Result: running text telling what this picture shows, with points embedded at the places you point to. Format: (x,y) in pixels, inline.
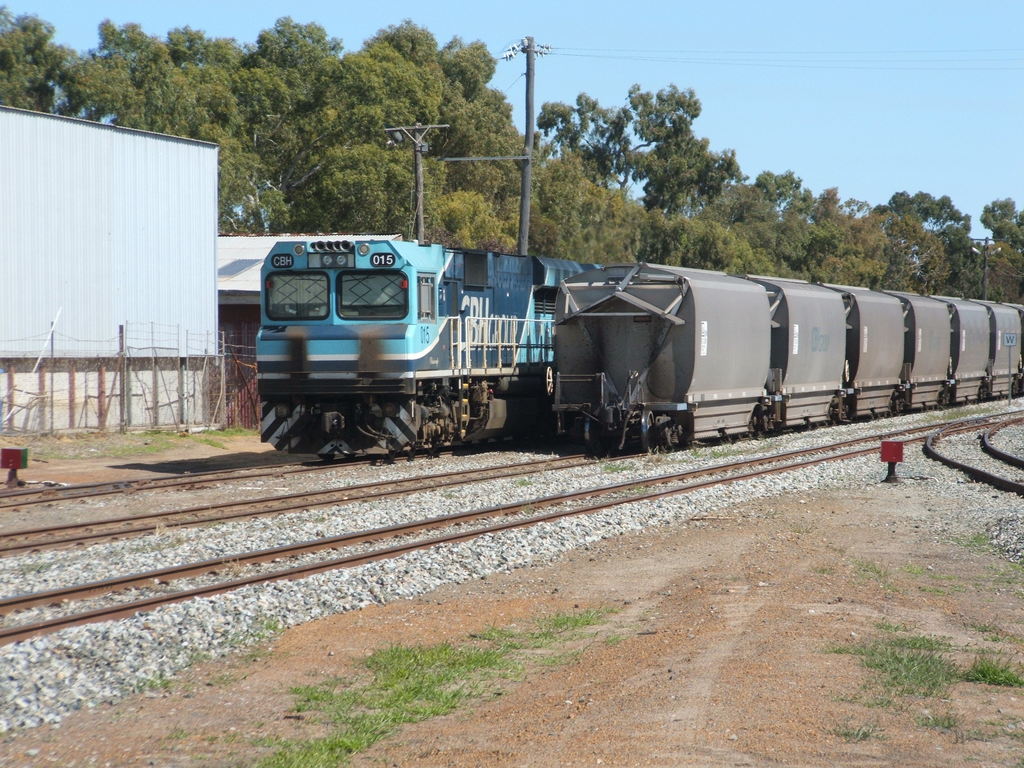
In this picture I can see there is a train (505,282) passing here on a track (646,454) and there are buildings (60,401), trees (265,124) and poles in the backdrop (441,188). The sky (815,132) is clear.
